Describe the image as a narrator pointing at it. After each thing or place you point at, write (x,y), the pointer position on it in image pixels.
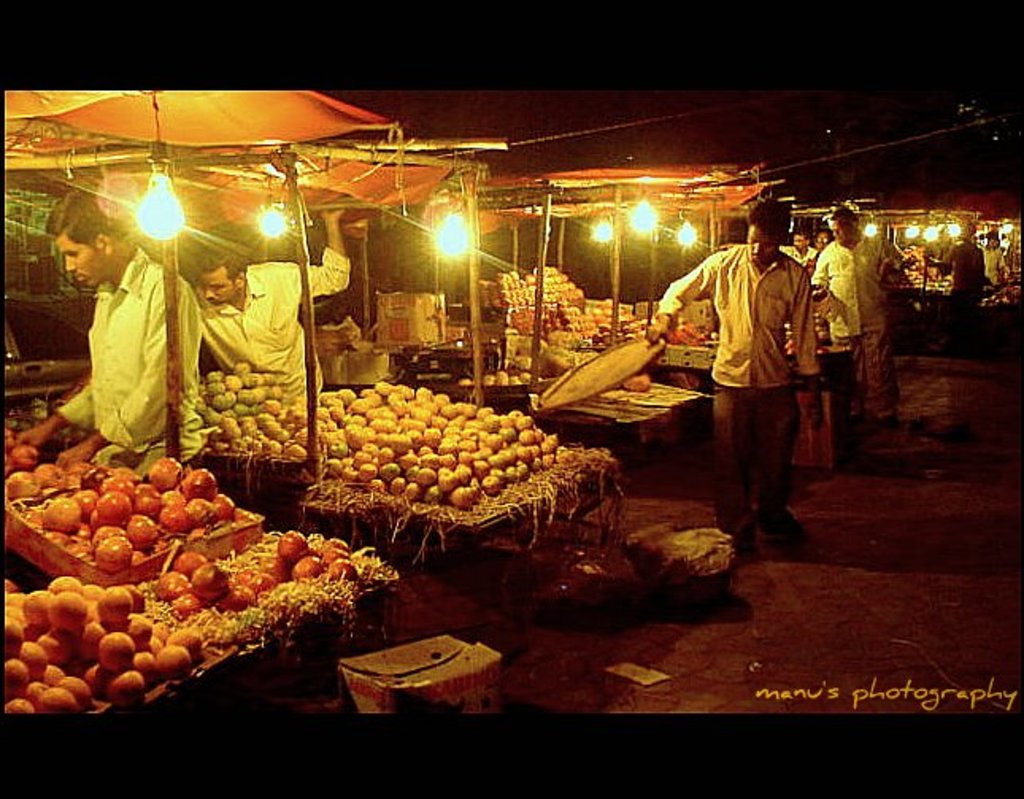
In this picture, we can see a few people (133,282), and a few (153,379) are holding some objects (556,382), we can see the ground (969,622) and some objects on the ground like boxes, we can see some sheds (682,199), and some objects (314,569) like wooden trays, fruits (499,431), lights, poles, and we can see the dark sky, some watermark (966,695) on the bottom right side of the picture (926,689).
